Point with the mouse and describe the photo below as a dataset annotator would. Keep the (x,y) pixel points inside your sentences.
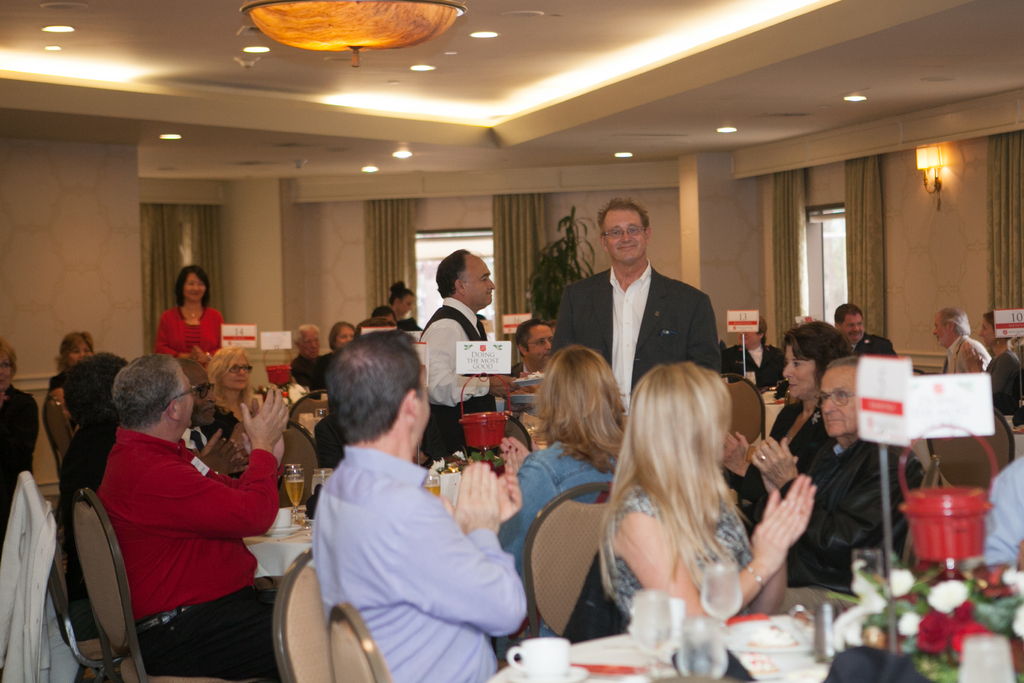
In this picture I can see there is a man (641,293) standing here and he is wearing a blazer (658,311), shirt (629,305) and spectacles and there is another person (486,267) standing next to him and there is a woman (211,344) standing in the backdrop (202,316) and there are a few people (403,536) sitting on the chairs (355,640) and there are tables (658,681) in front of them and there are wine glasses (984,659), flowers (868,605), cups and saucers (772,672) placed on the table (679,665). There are lights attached to the ceiling (1007,9) and there is a window (814,209) in the backdrop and there are curtains (864,201).
